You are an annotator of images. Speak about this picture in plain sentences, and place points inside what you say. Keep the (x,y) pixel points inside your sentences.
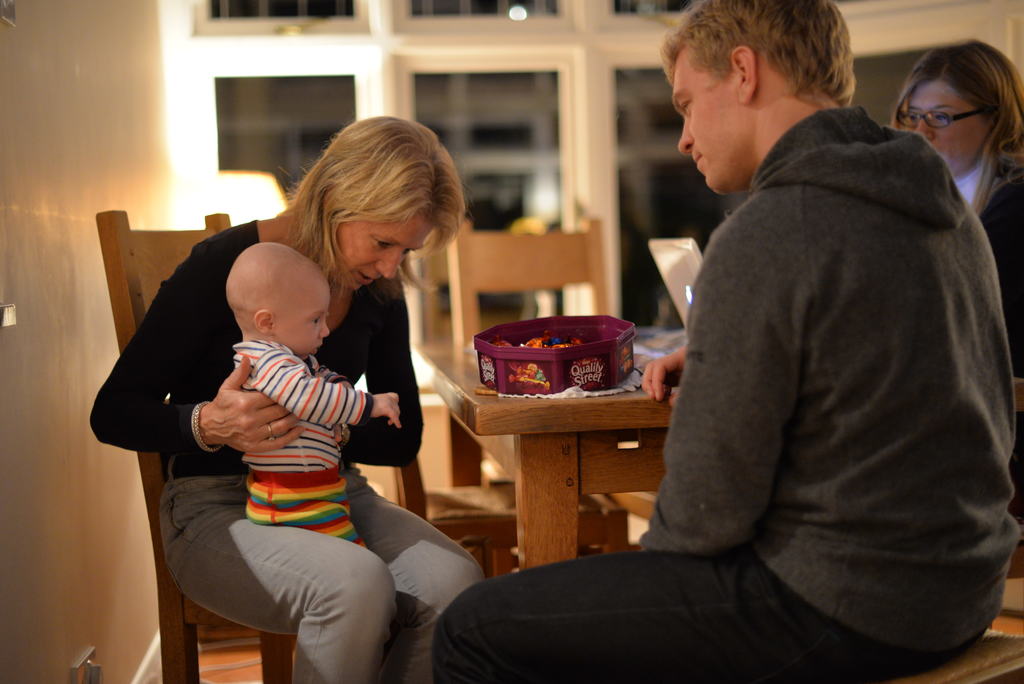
In this image I can see a woman (204,431) sitting on the chair (178,635) and carrying a baby (289,458) in her hands (278,439). On the right side of the image (839,558) there is a man (865,592) sitting on the bench (946,668) in front of the table (618,456). Beside this person (852,265) there is another woman (975,138) looking at the laptop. In the background (128,146) there is a wall (95,182). On the table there is a box (541,356).
